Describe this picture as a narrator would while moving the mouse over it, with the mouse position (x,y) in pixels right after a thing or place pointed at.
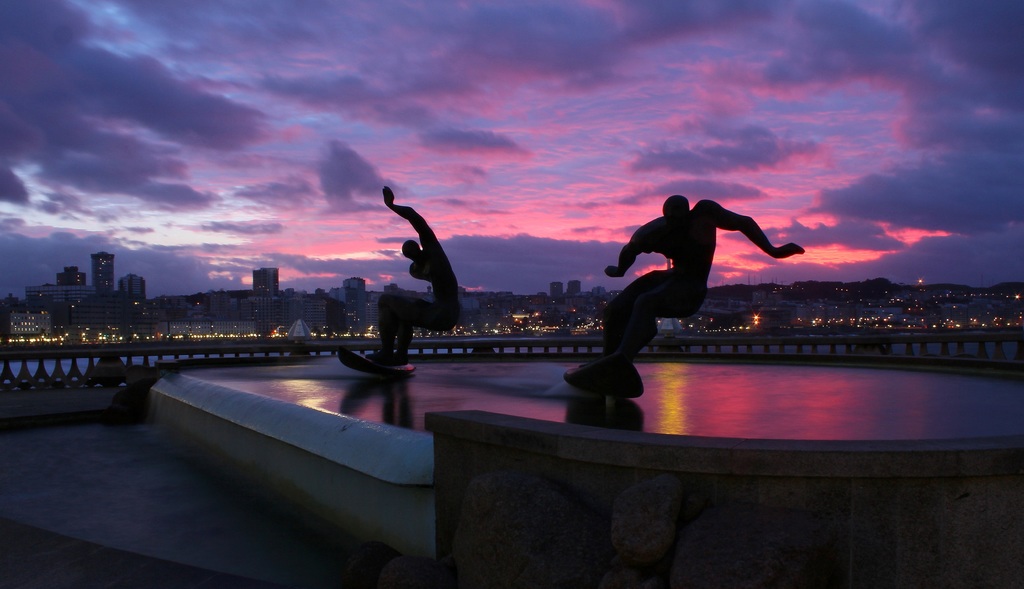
This image is taken during the night time. In this image we can see the statues (630,334) surfing on the surface (486,401). We can also see the fence (72,357). In the background (198,328) we can see many buildings (518,303) with lighting (887,312). We can also see the sky (677,169) with the clouds (667,195).
